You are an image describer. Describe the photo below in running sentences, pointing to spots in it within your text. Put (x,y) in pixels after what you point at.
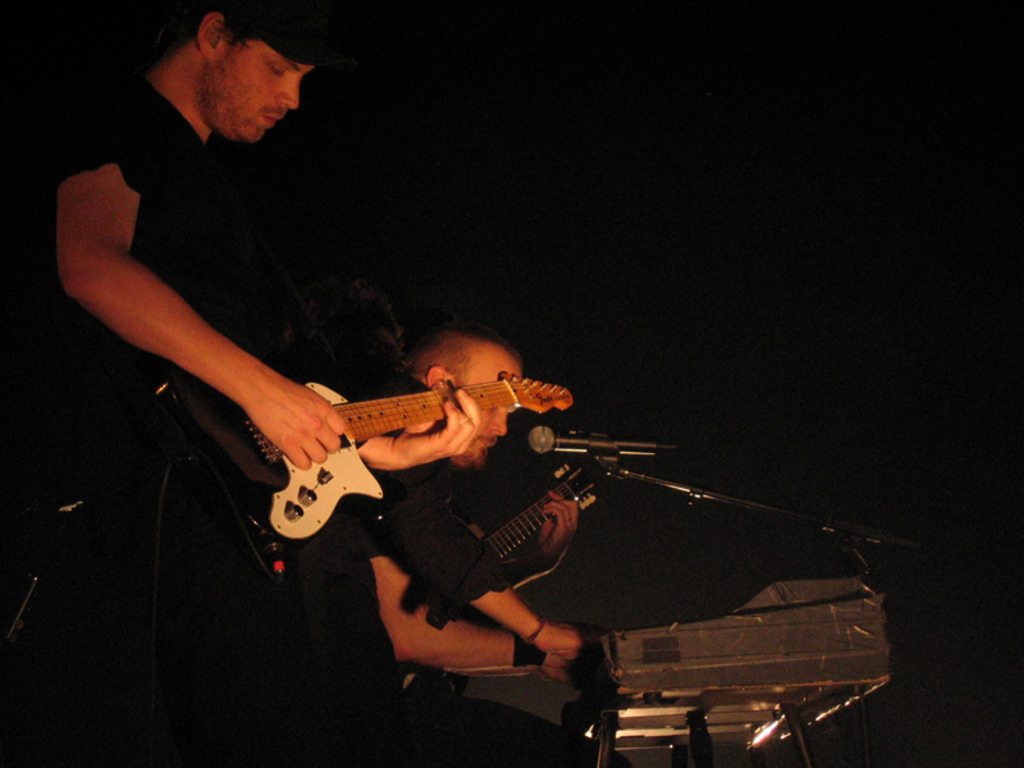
This picture shows a man (172,323) holding a guitar (266,451) and playing it. He is wearing a cap (276,42). Beside him, there is another man (433,640) playing a Piano (672,657) and Guitar (479,529) here. There is a microphone (574,450) in front of these musical instruments (377,472).
